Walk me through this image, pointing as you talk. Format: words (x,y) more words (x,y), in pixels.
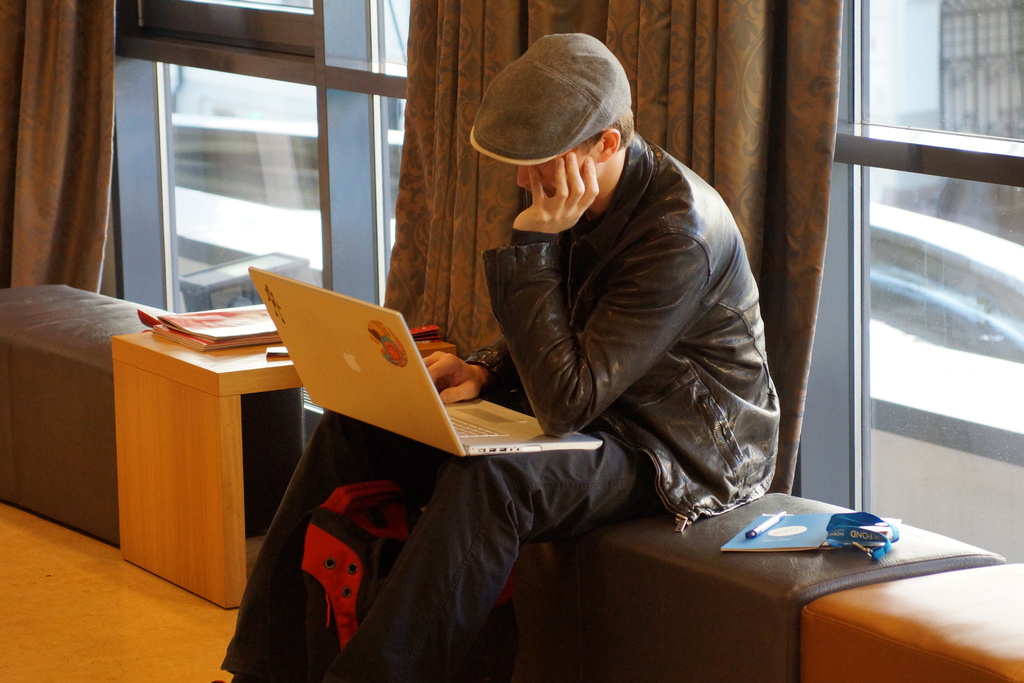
This picture is clicked inside. In the center (526,288) there is a person (633,236) wearing a black color jacket (668,278), working on a laptop (382,345) and sitting on a couch (613,541) and we can see a book (790,540) and some other items (854,520) are placed on the couch (761,575). On the left (182,334) there are some items (215,339) placed on the top of the wooden table (224,363). In the background (893,147) we can see the windows (954,42) and the curtains (642,114) and through the windows (930,224) we can see the outside view (953,86).
